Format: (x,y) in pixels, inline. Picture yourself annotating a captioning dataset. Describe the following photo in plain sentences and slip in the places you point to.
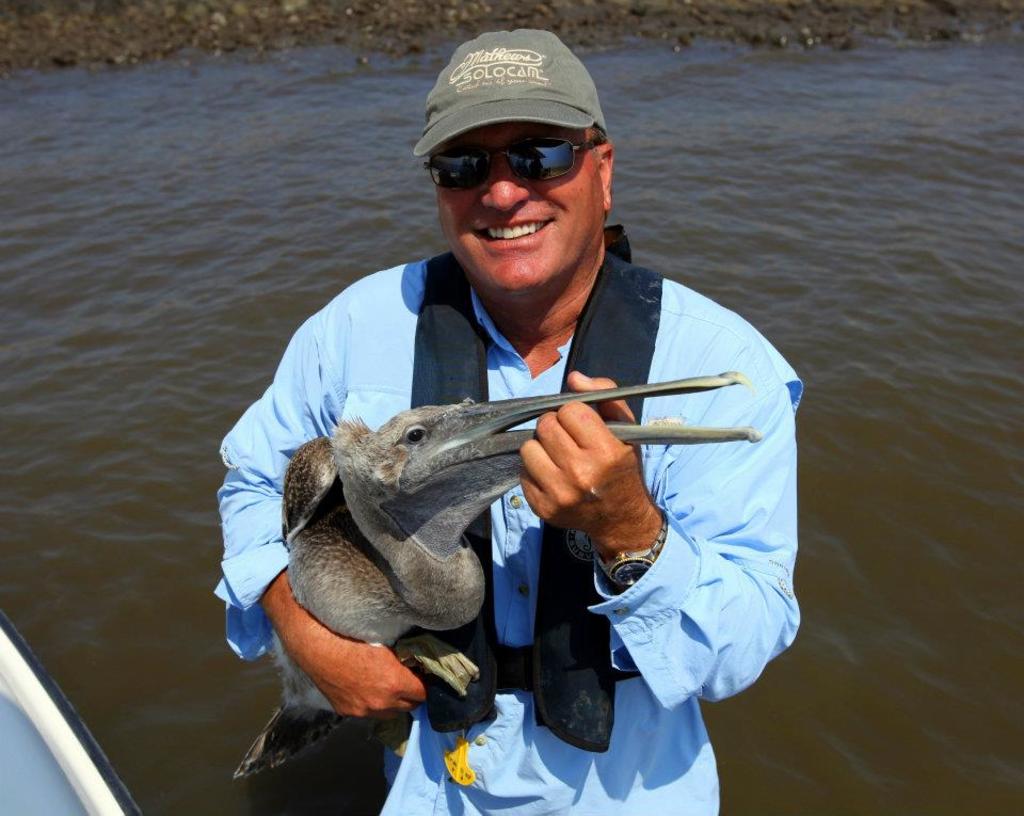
In this image there is a person (653,588) holding a bird (345,613). He is wearing spectacles (528,166) and a cap (483,95). Background (54,224) there is water (626,54). Top of the image (476,25) there is land (187,9) having rocks (126,17). Left bottom there is an object (83,766).
